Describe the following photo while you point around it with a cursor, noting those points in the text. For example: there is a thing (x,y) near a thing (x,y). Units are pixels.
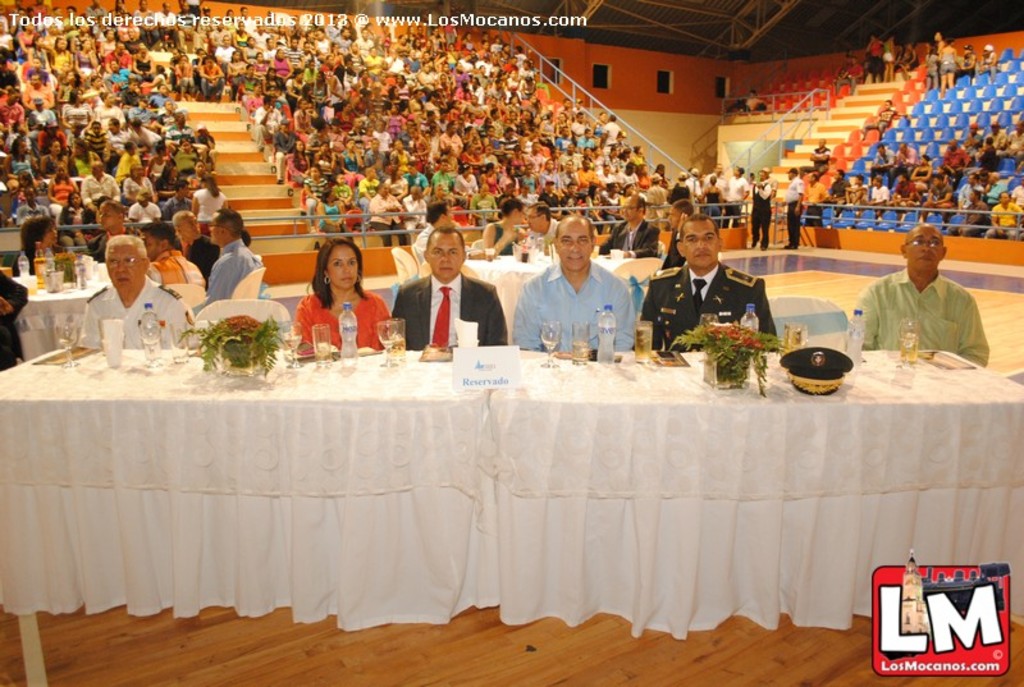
In this picture we can see a group of people (919,292) sitting on chairs (797,306) and in front of them on tables (74,304) we can bottles (350,339), glasses (329,349), flower vases (731,344), cap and in the background (40,187) we can see a group of people (470,70) sitting, windows (597,74), wall (637,111).
